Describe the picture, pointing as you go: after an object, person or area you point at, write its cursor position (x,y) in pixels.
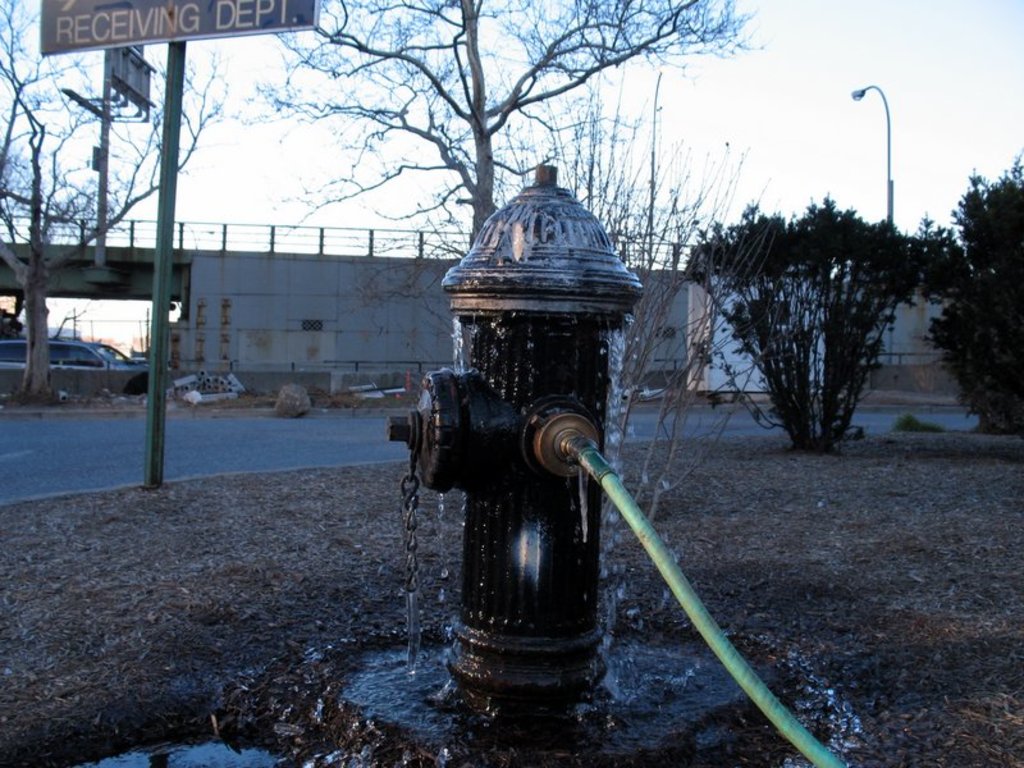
In the background (258,151) we can see the sky (499,130), railing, bridge (355,234), trees (581,81), light pole (889,115) and other poles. We can see the boards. On the left side of the picture (120,359) we can see a vehicle (120,359). On the right side of the picture (958,335) we can see the trees (848,326). At the bottom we can see the road (293,436). This picture is mainly highlighted with a hydrant (509,664) and we can see the water (660,665).
